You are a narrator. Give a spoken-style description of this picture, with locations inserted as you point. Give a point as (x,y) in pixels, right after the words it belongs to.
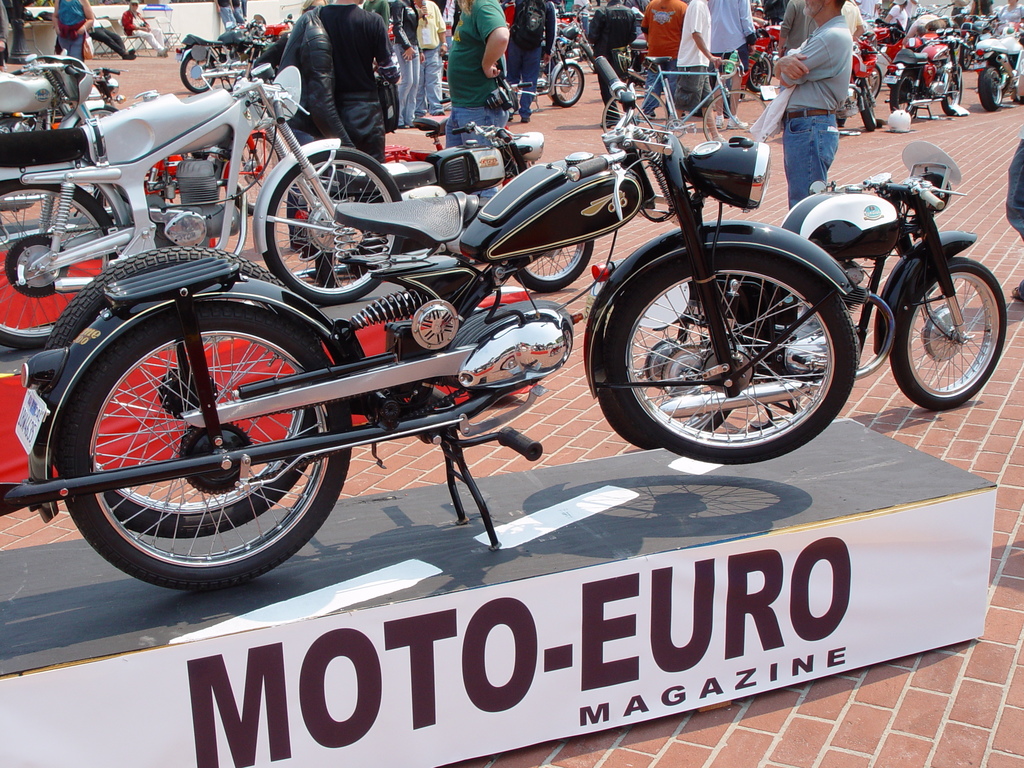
In this picture we can see bikes (899,85) on the pathway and some bikes (315,314) are on the box shaped objects (543,505). Some people (421,75) are standing and a person (130,30) is sitting on a chair (131,44). A person (682,43) is holding a bicycle (665,94).
